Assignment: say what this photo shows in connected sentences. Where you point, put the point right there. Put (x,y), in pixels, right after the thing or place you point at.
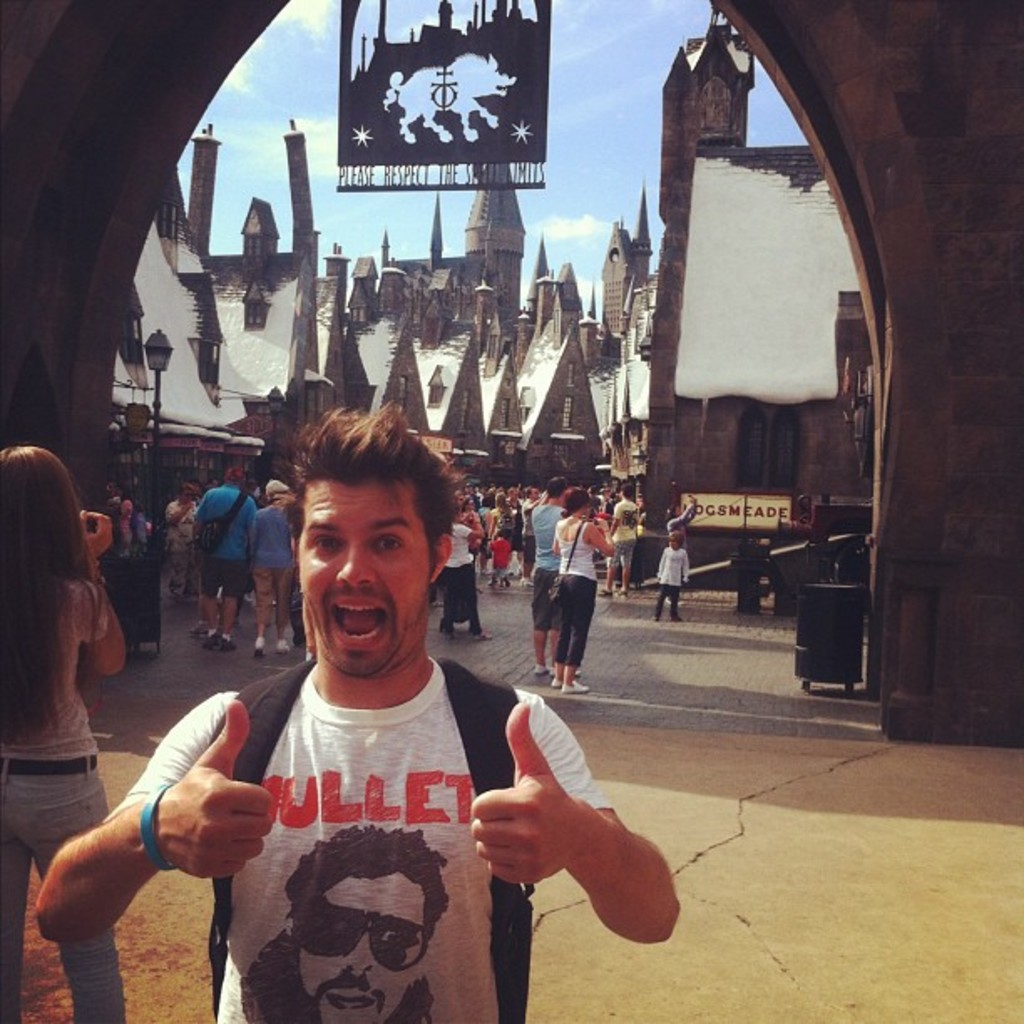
In this image we can see so many people (388,501), among them some people (338,499) are wearing bags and one person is holding the camera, in the background (561,471) there are few buildings (564,471).
